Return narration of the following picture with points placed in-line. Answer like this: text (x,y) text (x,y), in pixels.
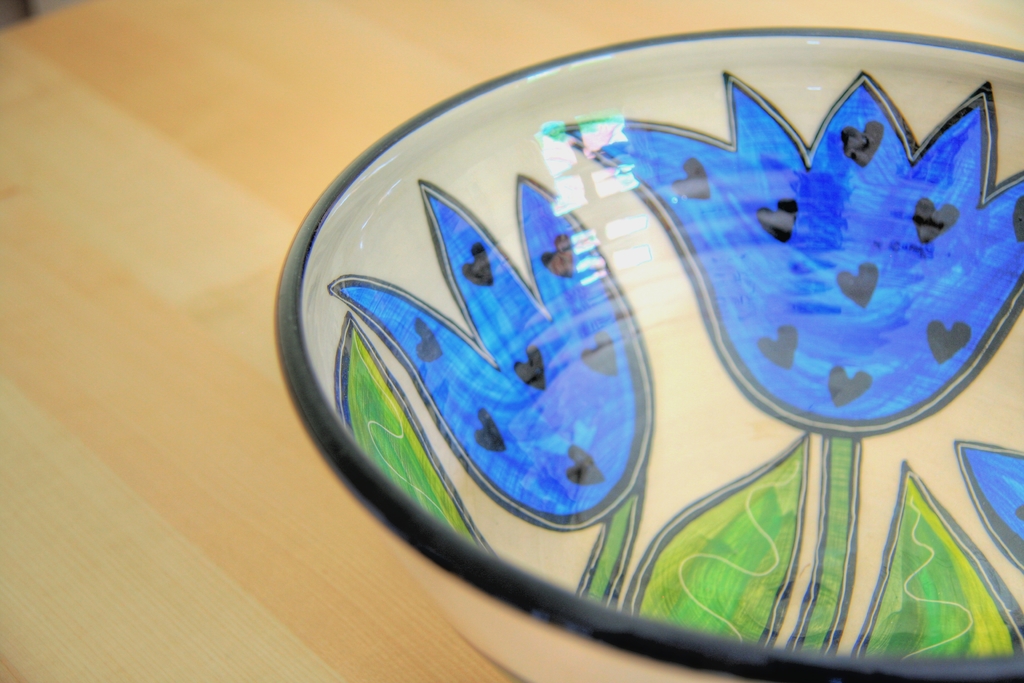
In this picture there is a bowl (732,460) which has few designs (596,300) on it is placed on the table (211,183).
